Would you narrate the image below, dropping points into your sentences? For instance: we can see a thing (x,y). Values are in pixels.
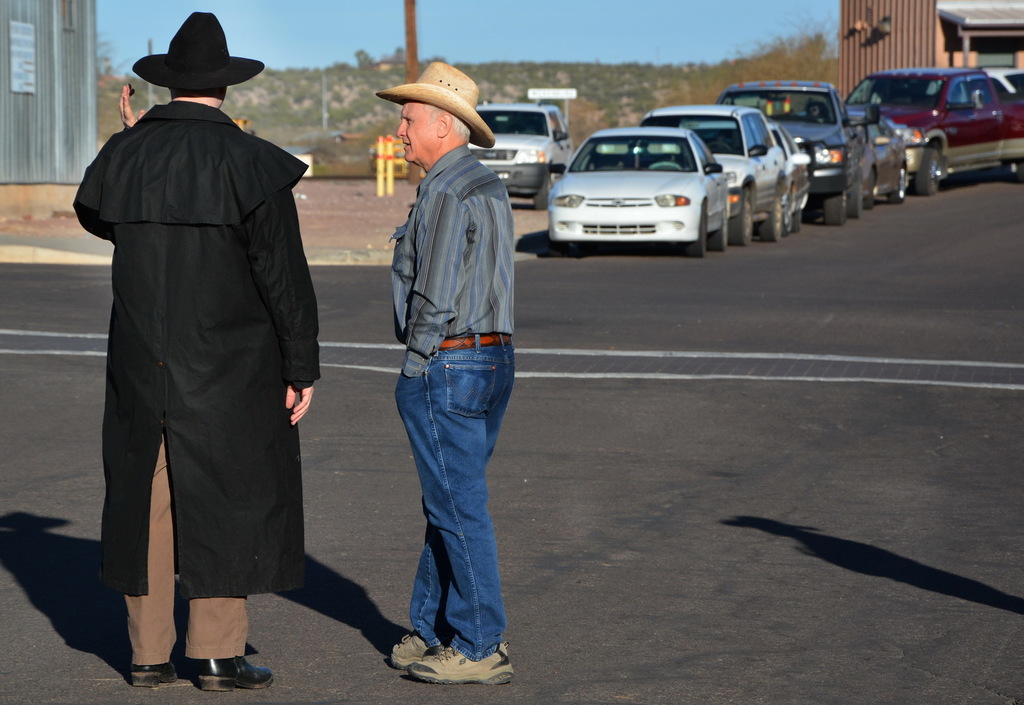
In this image there are two persons (277,360) in the middle (433,450). In the background (649,315) there is a road (760,263) on which there are vehicles (708,159). In the background (304,97) there are hills (317,90). The person (196,243) on the left side (174,230) is wearing the black coat (192,219) and a black cap (212,76). At the top (309,24) there is sky (308,22).
